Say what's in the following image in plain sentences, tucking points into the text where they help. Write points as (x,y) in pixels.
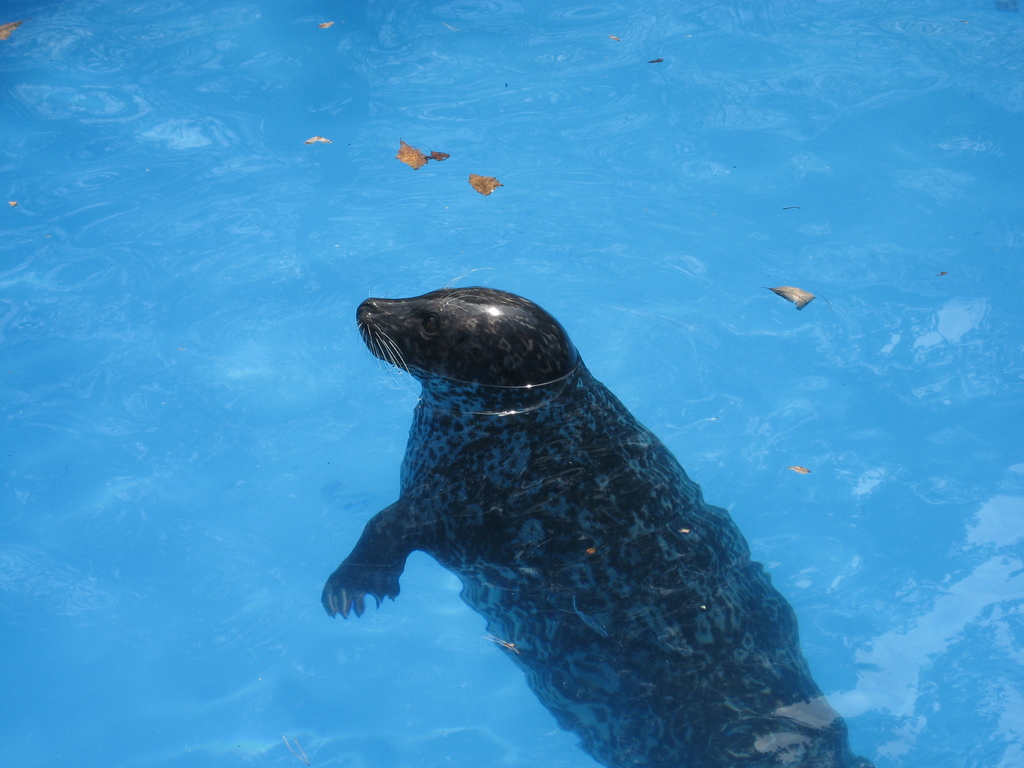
In this image, I can see the seal (492,483), which is in the water (433,228). I think these are the dried leaves (412,154) floating in the water (332,141).
